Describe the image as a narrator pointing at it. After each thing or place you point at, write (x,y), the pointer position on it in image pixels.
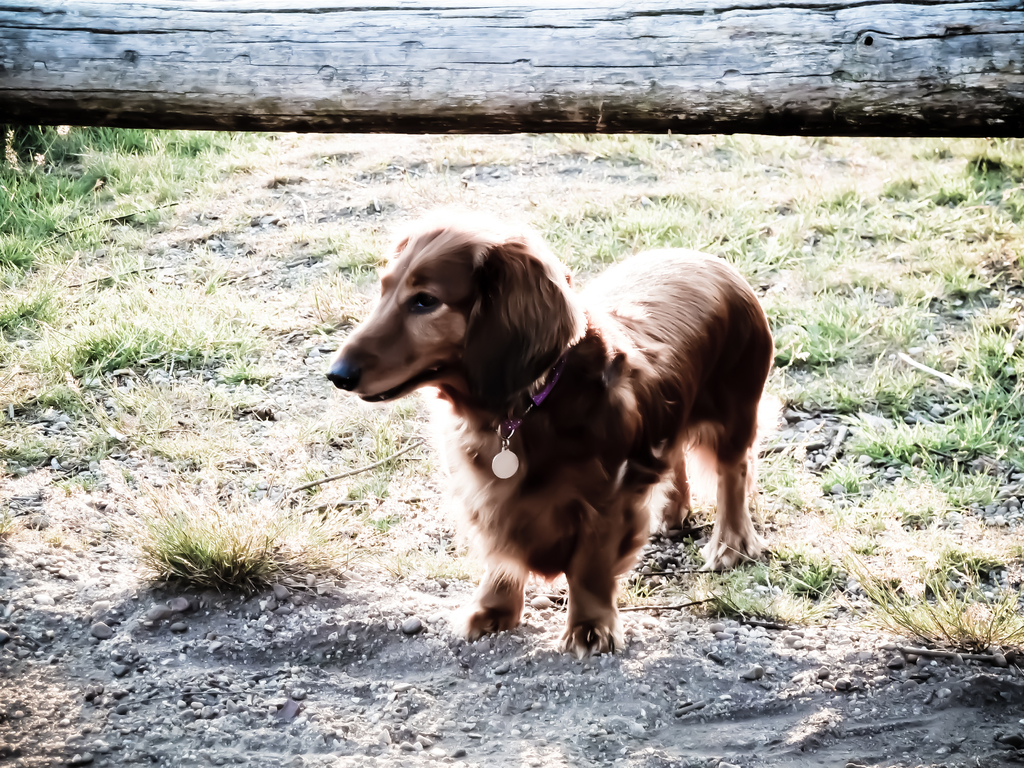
This image consists of a dog (547,544) in brown color. At the bottom (438,621), there is ground (438,621) and we can see green grass (120,300) on the ground (93,278). At the top (159,98), there is a wooden block (476,82).
